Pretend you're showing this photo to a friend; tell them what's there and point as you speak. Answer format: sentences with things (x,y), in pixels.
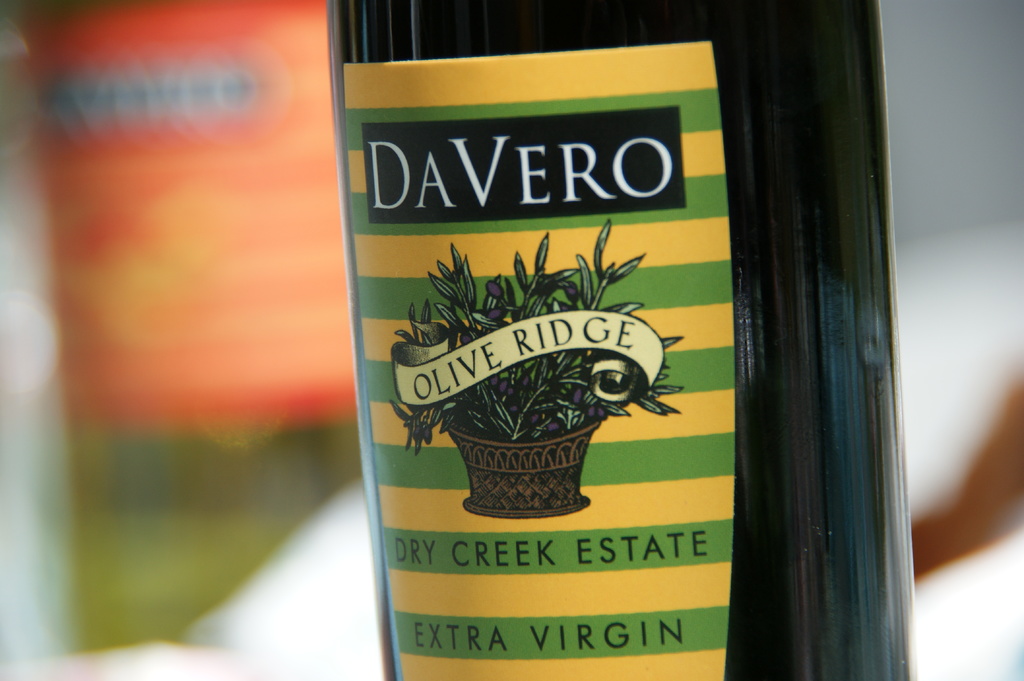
In this picture we can describe about yellow and black olive oil bottle (599,227). behind we can see blur background (158,145).
